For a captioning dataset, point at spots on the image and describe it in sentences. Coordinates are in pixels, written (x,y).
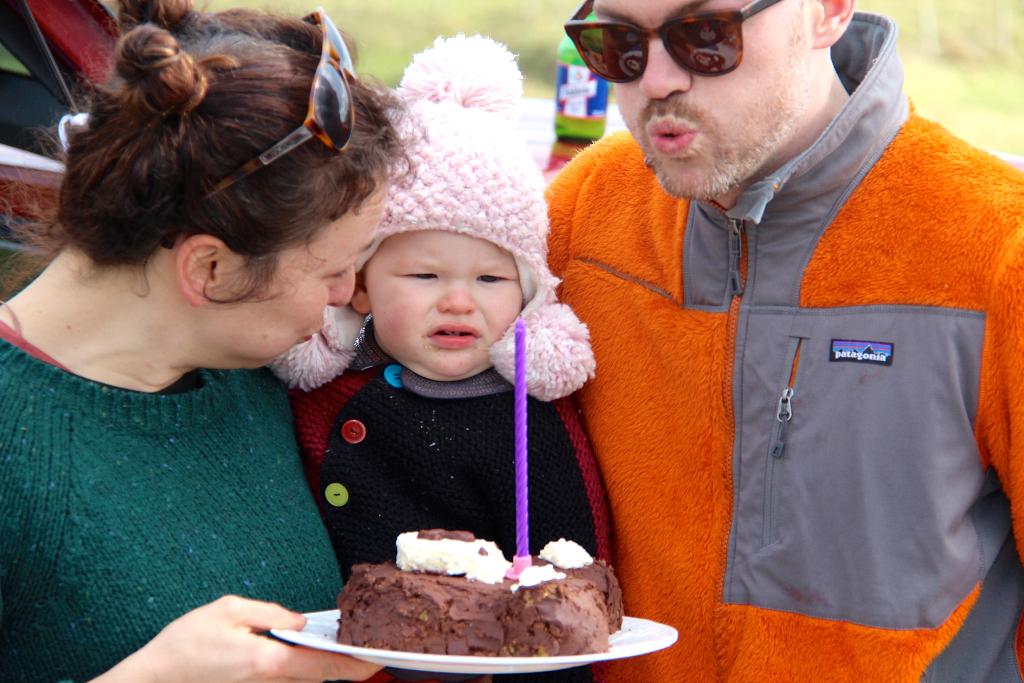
The woman (222,416) in front of the picture wearing green sweater (163,532) is holding a plate (328,643) containing a chocolate cake (475,641). She is carrying a baby (428,436) who is wearing a black jacket (434,458). Beside her, we see a man (671,305) in orange jacket (694,391) is standing. He is wearing goggles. Behind them, we see a green color bottle (565,90). In the background (424,31), it is green in color and it is blurred in the background (437,21).
